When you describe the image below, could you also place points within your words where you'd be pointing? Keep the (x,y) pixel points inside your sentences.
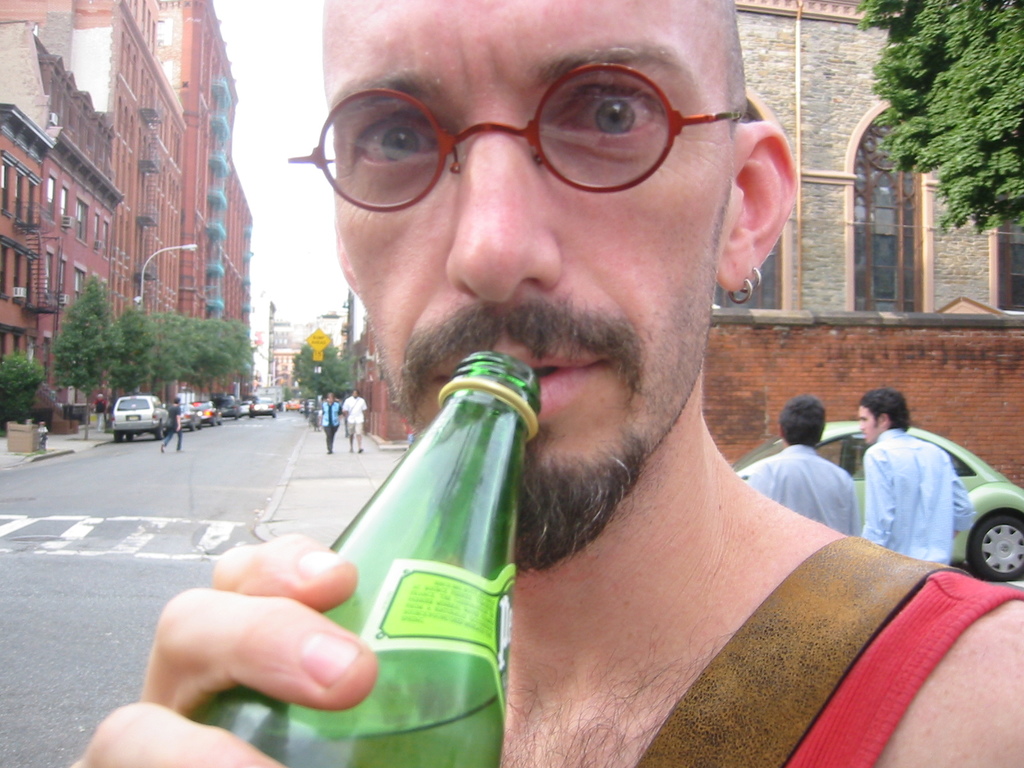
In this picture i could see a person (597,355) drinking some liquid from the bottle (492,531). He is having a glasses (424,125) and ear rings (746,291) he has beard (585,473) and mustaches (552,328) and a strap (760,708) on his shoulder (818,680). In the background (850,506) i could see some persons (904,474) walking on the street (298,449) there are huge buildings (166,207) which are red in color and i could see some trees (141,342) on the streets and there are some cars (146,423) parked on the street (132,477).
